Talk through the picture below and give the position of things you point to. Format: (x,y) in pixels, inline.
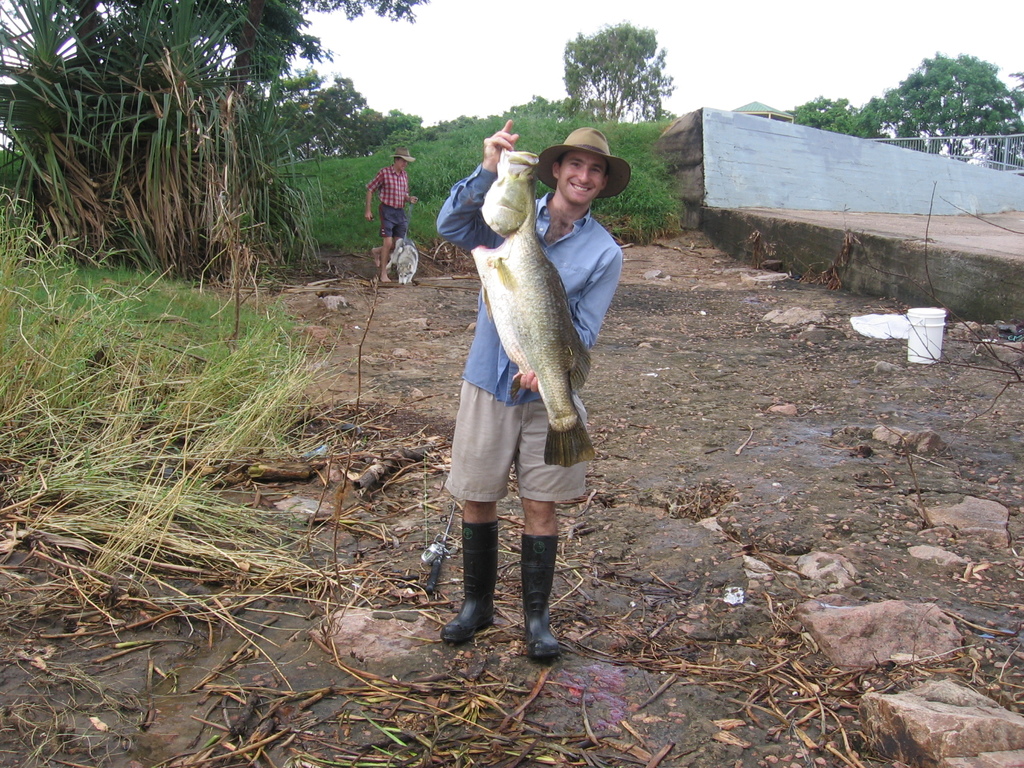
This picture is clicked outside the city. In the center (600,284) there is a person (590,229) wearing blue color shirt (587,237), hat (603,139), smiling, holding a fish (523,317) and standing on the ground (423,595). On the left (149,348) we can see the grass (174,295). In the background (292,195) there is a sky (489,51), plants (224,103), trees (984,83), a person (396,176) standing on the ground (405,299) and an object (409,254) seems to be a living creature (406,264) and we can see there are some other objects (769,186).
